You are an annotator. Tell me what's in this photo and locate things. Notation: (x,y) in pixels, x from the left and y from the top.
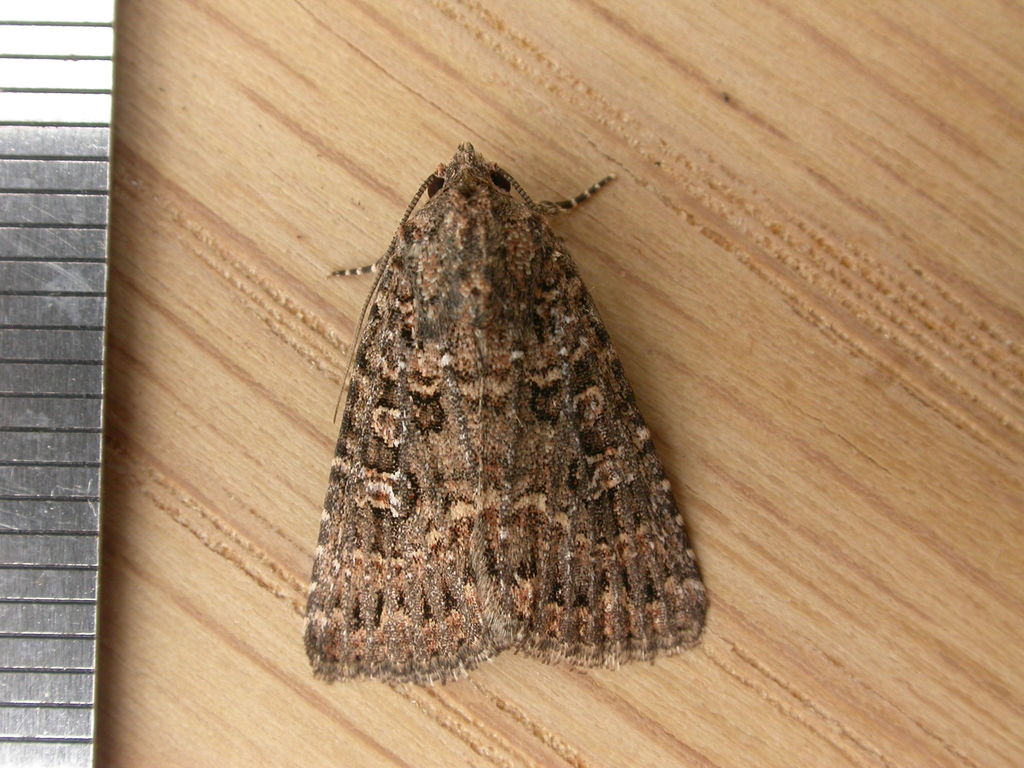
In the center of the image (441,281) there is a moth (561,644) on a wooden surface (200,392).
